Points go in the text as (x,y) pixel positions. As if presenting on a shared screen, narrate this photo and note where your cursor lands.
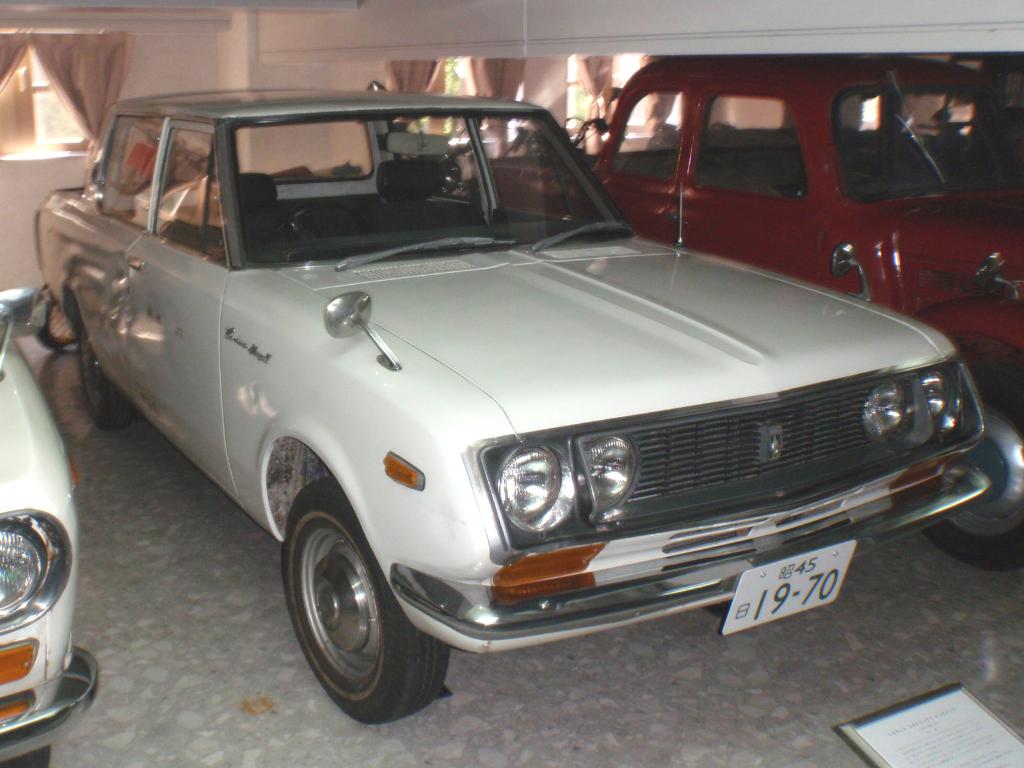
In this image there are some cars (530,318) as we can see in middle of this image (520,399) and there is a wall (227,61) in the background (250,50) and there is an object (939,732) kept at bottom right corner of this image (889,722).
